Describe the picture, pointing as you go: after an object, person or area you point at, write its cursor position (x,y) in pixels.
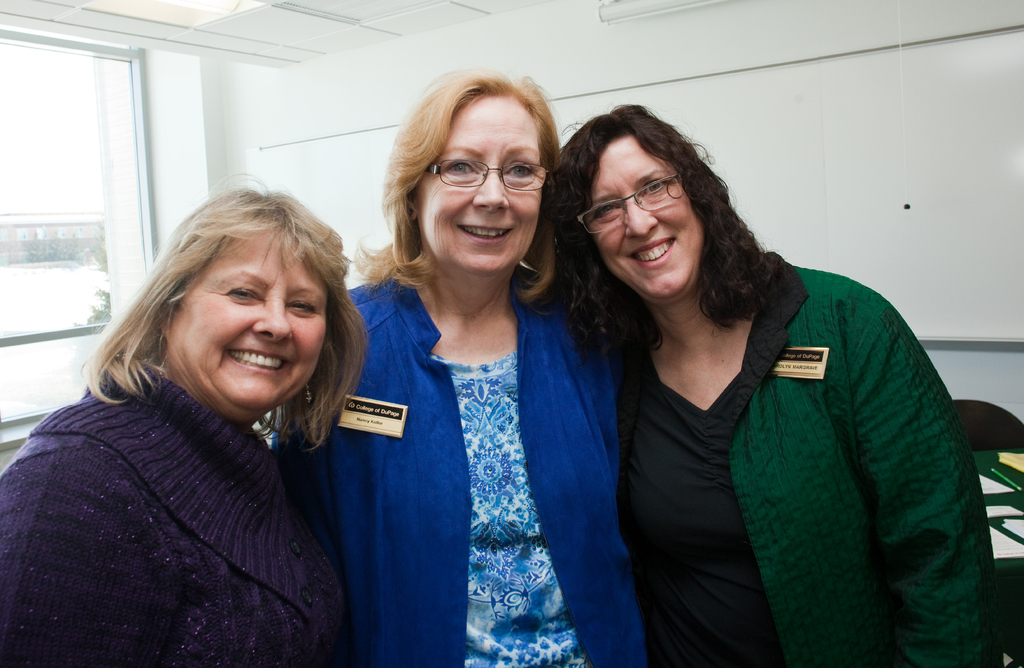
In this image we can see three women (491,342) are standing and smiling. In the background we can see papers (992,483) and a pen (992,470) on the table (1023,481), chair (976,439), board (839,237) on the wall (180,218) and a window (151,207). Through the window (87,264) we can see a house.
